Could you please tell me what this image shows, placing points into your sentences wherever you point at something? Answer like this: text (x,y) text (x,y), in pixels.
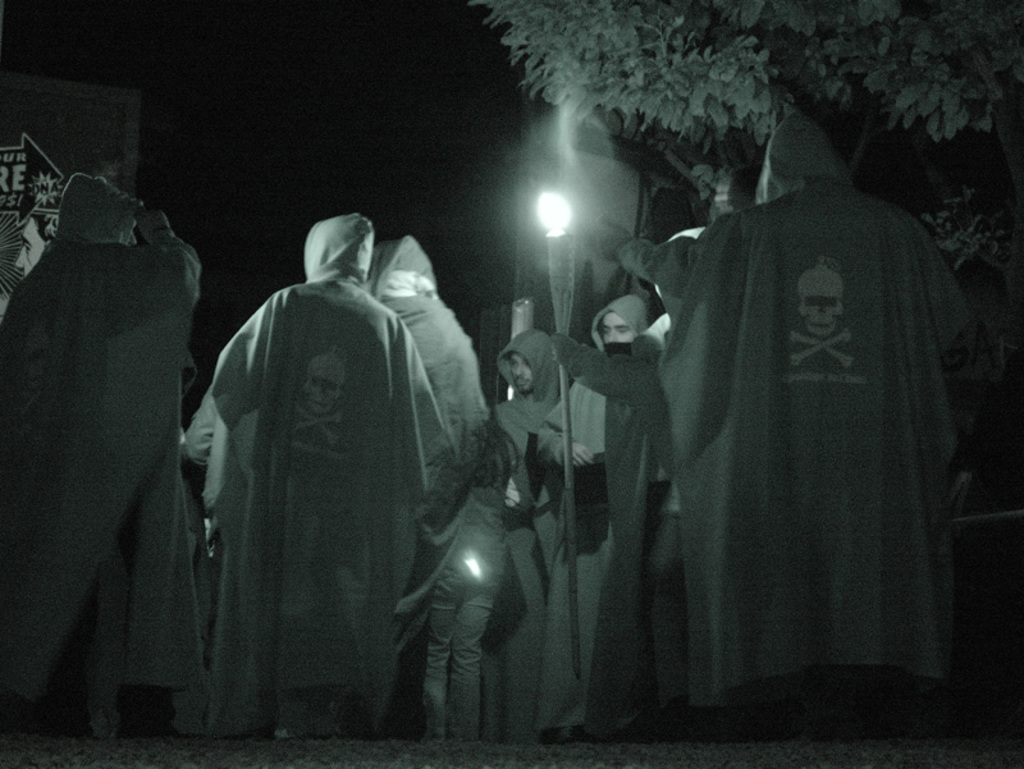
This image is a black and white image. In this image the background (278,146) is dark. In the middle of the image (543,396) many people (322,472) are standing on the ground (544,767) and a few (580,457) are holding lamps (525,329) in their hands (559,357). On the left side of the image (34,178) there is a board (40,187) with a text (40,187) on it. On the right side of the image (686,96) there is a tree (640,26). At the bottom of the image (213,745) there is a ground (472,746).
